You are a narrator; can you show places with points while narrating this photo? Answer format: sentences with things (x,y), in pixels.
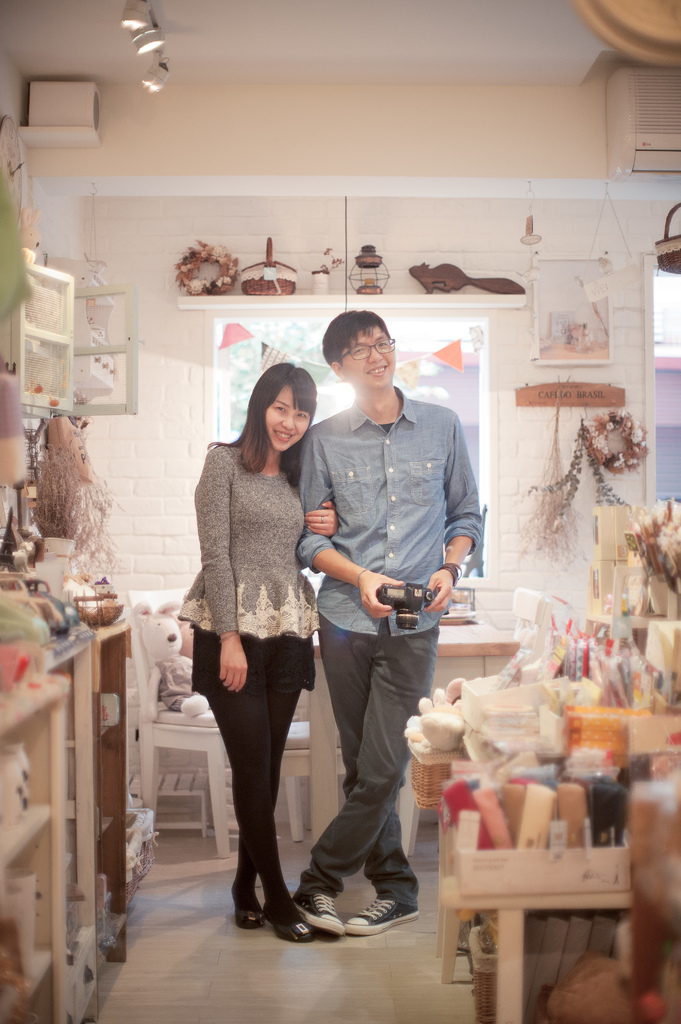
A couple (276,440) are posing to camera. Of them the man (357,480) holds camera (398,589) in his hand (372,594).
